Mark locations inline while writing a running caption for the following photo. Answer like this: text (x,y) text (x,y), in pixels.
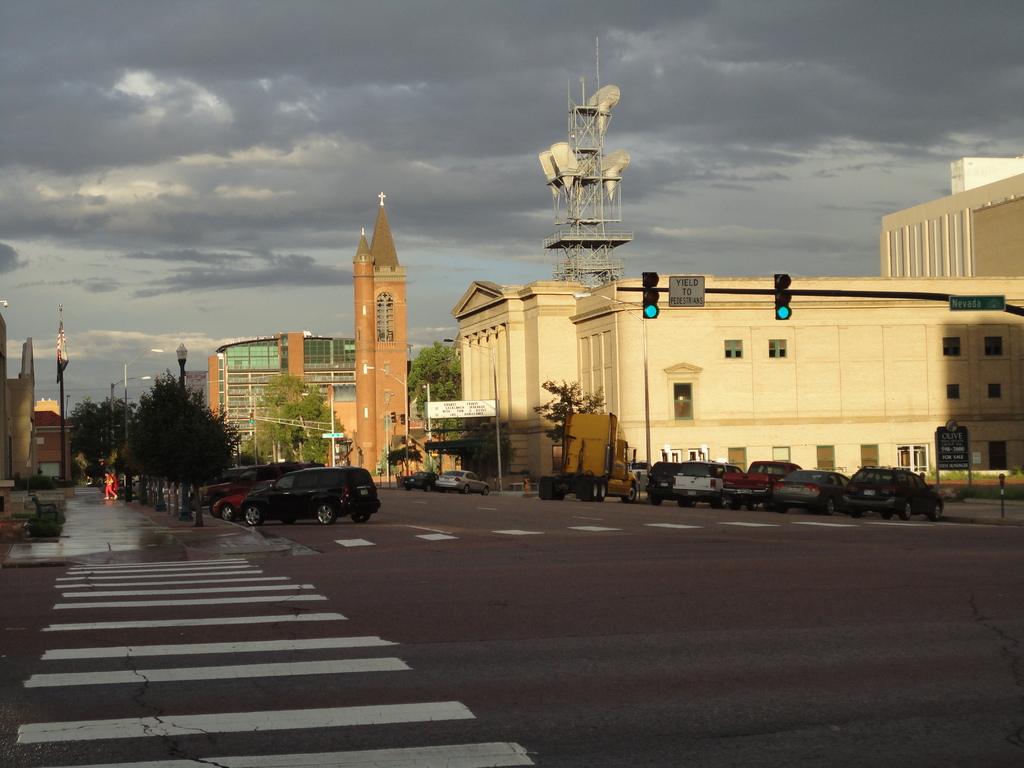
In this image I can see few vehicles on the road (375,613). In the background (625,427) I can see many trees (231,456), poles (332,467), boards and the buildings (669,383). I can see the clouds (417,175) and the sky (408,148) in the back (408,148).
